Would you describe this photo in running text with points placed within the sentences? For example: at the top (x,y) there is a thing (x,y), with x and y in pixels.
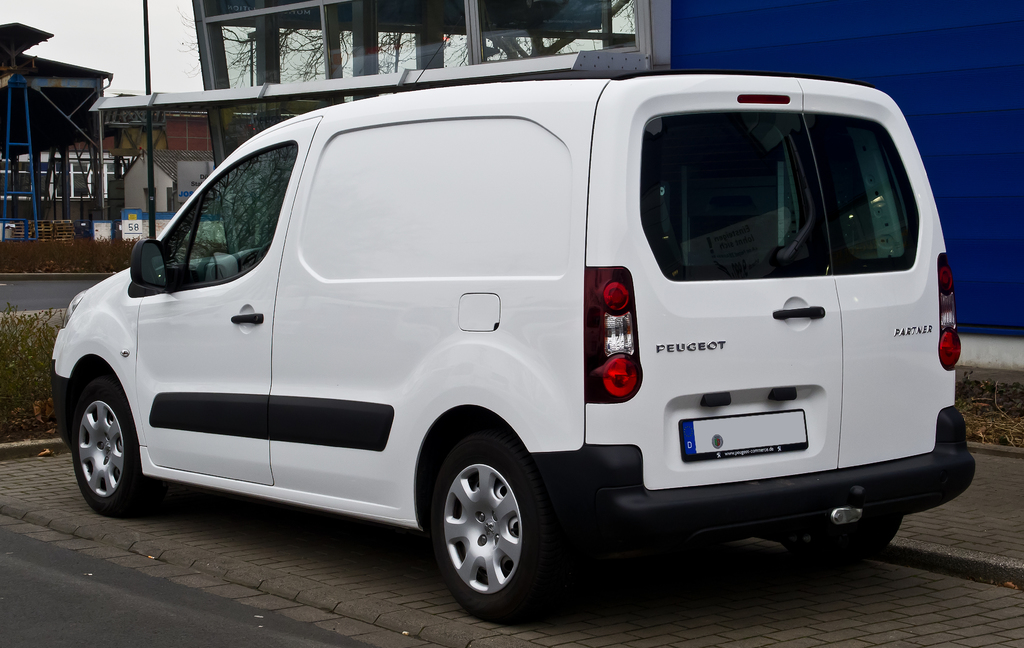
In this image we can see a car (508,490), roadside (405,592), plants (5,407), poles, branches (281,43), boards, and buildings (252,59). In the background (168,36) there is sky (168,36).
